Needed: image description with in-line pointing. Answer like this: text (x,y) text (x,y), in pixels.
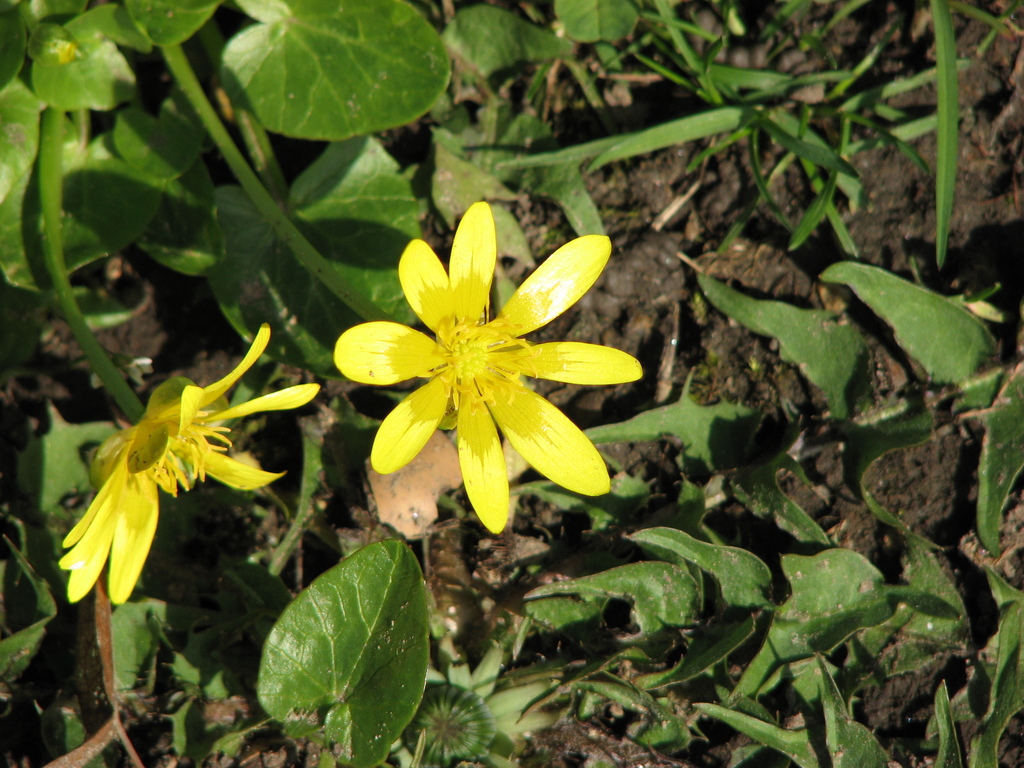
In this picture we can see the soil (923,240), leaves (380,685), stems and flowers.
